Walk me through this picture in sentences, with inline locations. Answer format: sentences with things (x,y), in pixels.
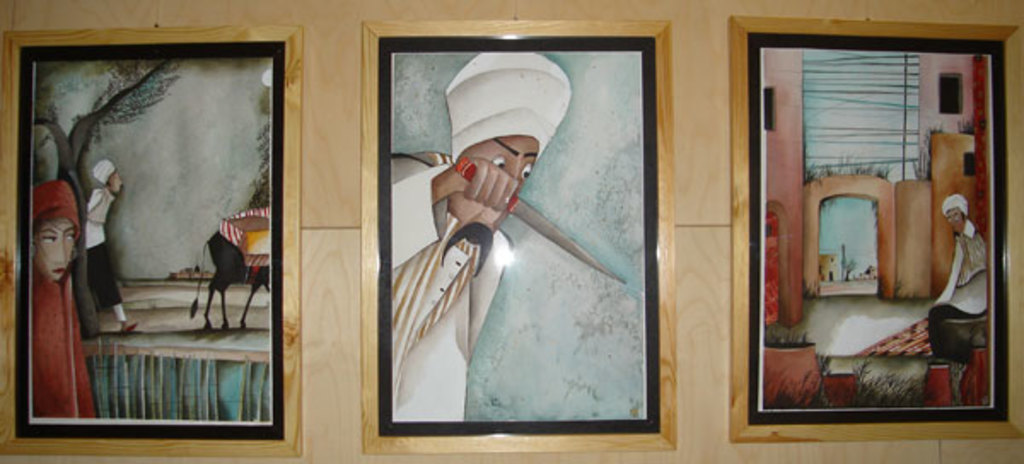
In the center of the image (371,269) we can see three frames (427,327) on the wooden wall (332,261). On the frames (490,293), we can see paintings (513,301), in which we can see a few people (443,302), one animal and a few other objects (771,102).
